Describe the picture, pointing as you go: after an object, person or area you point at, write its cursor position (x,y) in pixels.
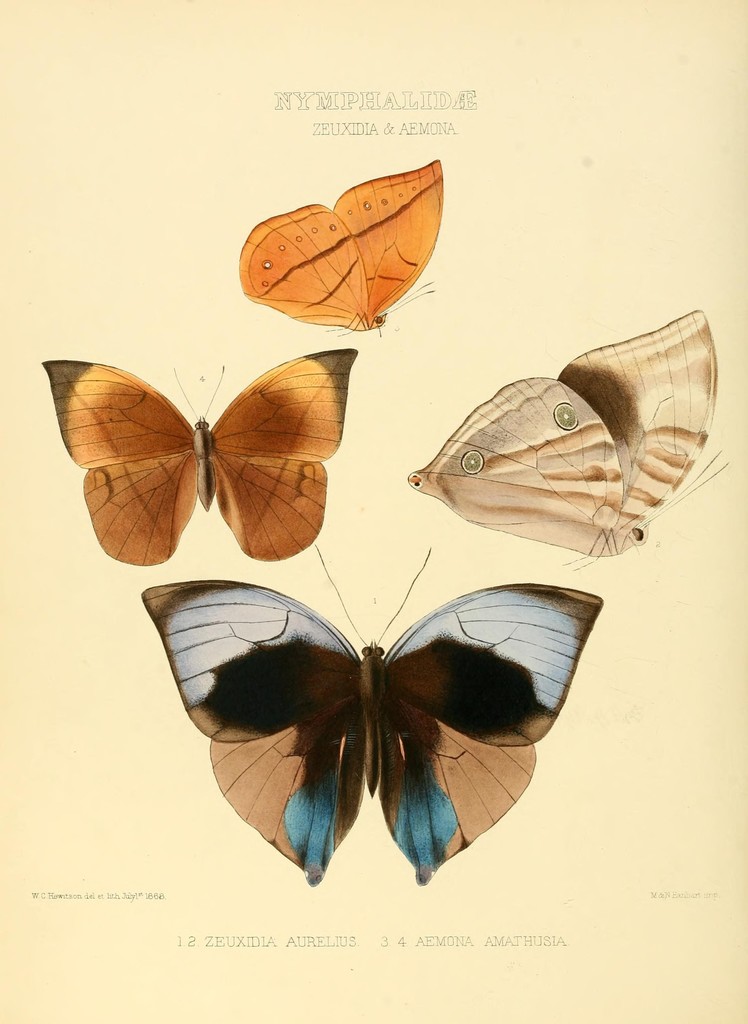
This picture looks like a printed picture I can see few butterflies (331,425) and text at the top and bottom of the picture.
